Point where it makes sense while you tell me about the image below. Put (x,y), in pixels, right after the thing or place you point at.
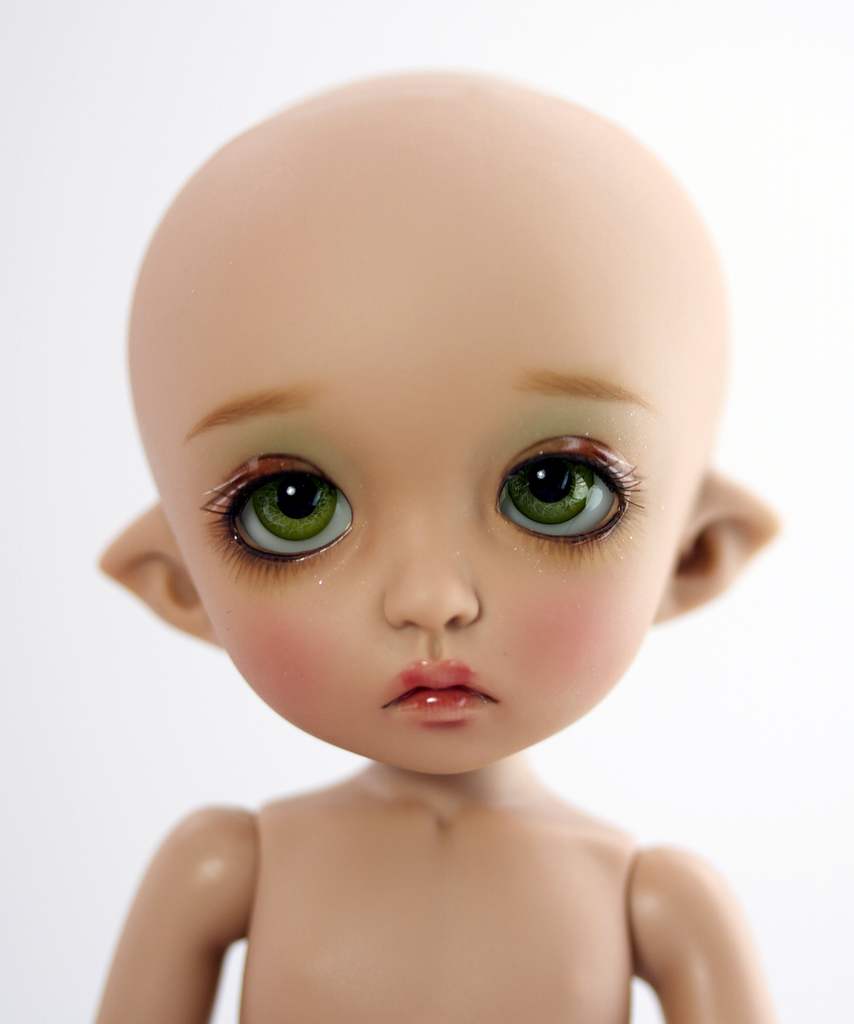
In this image I see the depiction of a baby (392,498) and I see that it is totally white in the background (792,660).
